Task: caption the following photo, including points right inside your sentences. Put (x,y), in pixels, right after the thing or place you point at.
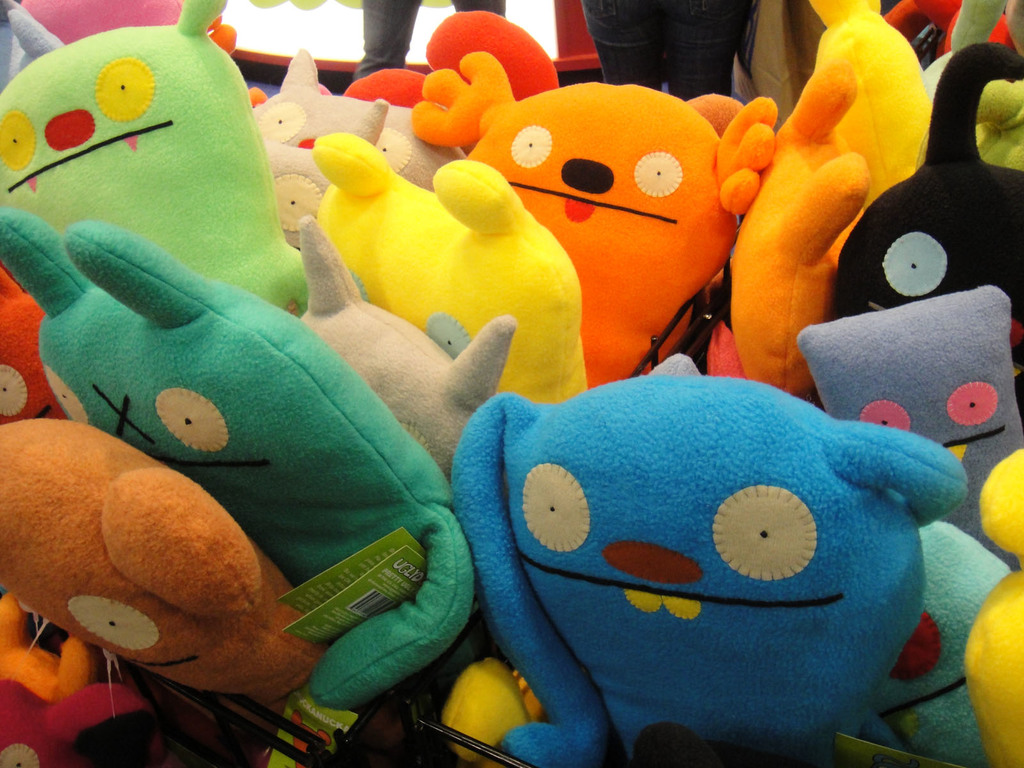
This image is taken indoors. In this image there are many toys (504,471) which are different in colors in the basket (412,717). In the background (705,24) there are a few people (691,26) standing on the floor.
